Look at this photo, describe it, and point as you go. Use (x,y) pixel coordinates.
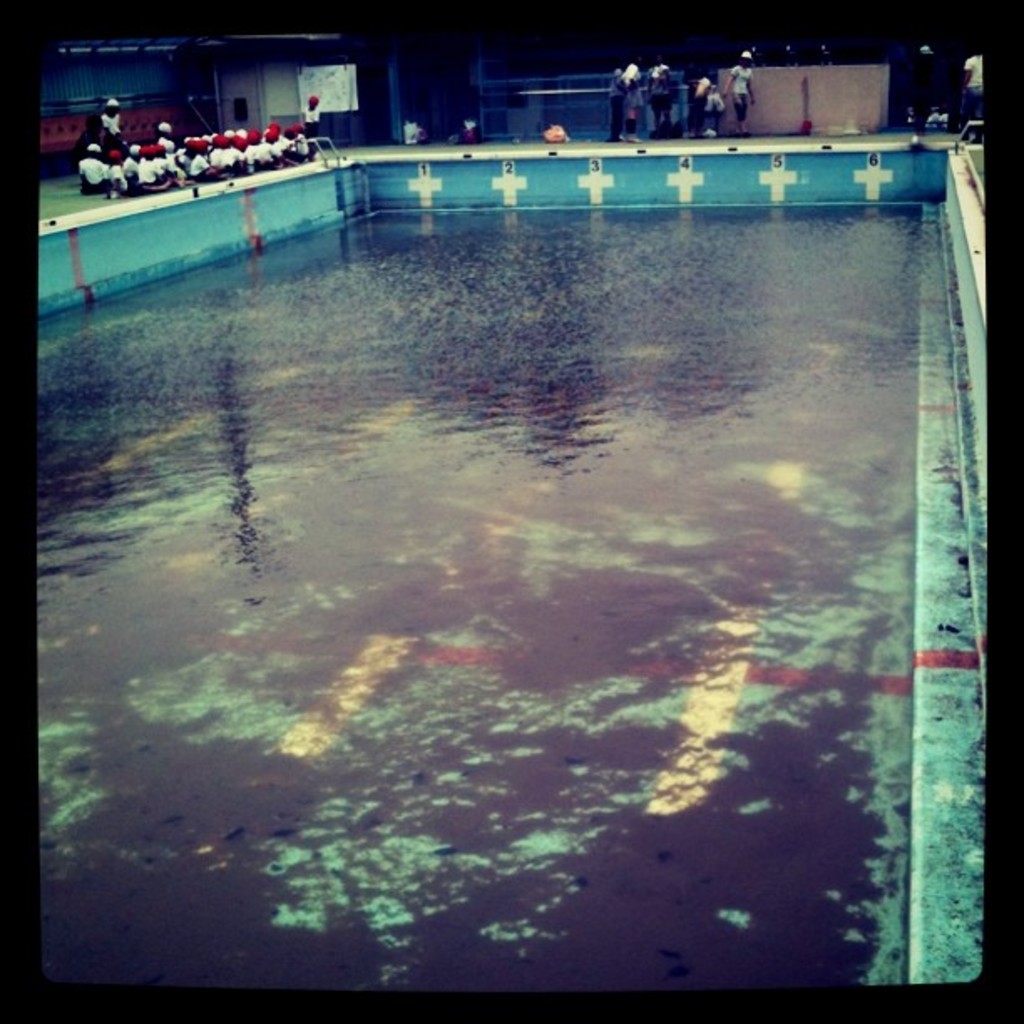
In this image at the bottom (493,919) it looks like a swimming pool (298,353), in the background (252,99) there are some persons (199,164), wall (836,99) and some lights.
